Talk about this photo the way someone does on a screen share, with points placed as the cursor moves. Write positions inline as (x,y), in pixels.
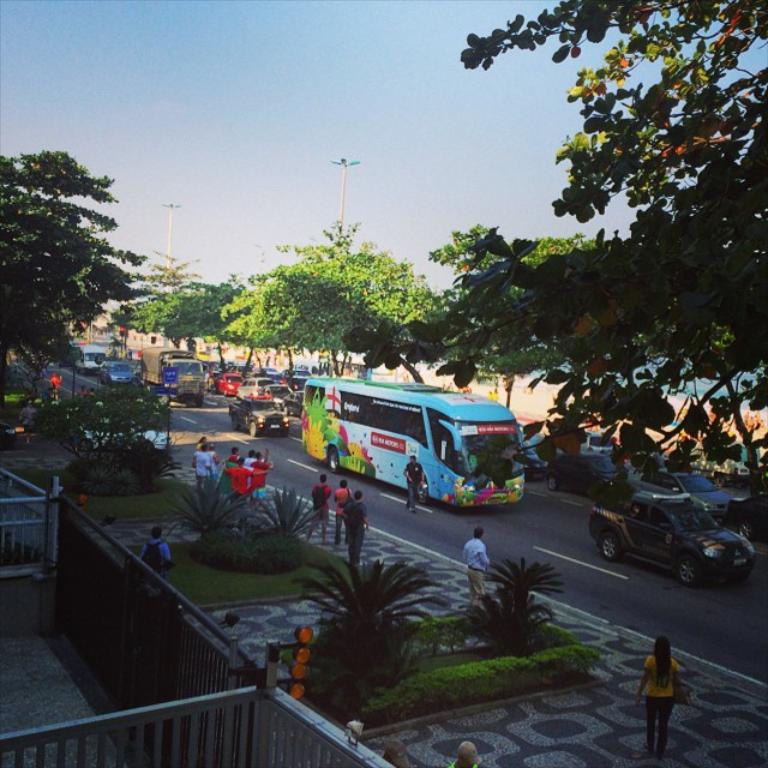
In the image there is a footpath (450,593), on that there are plants (281,503) and few people (356,501). Beside the footpath (447,579) there is a road (667,587) and on the road (676,595) there are many vehicles (332,383), behind the vehicles (178,351) there are trees (500,357).
